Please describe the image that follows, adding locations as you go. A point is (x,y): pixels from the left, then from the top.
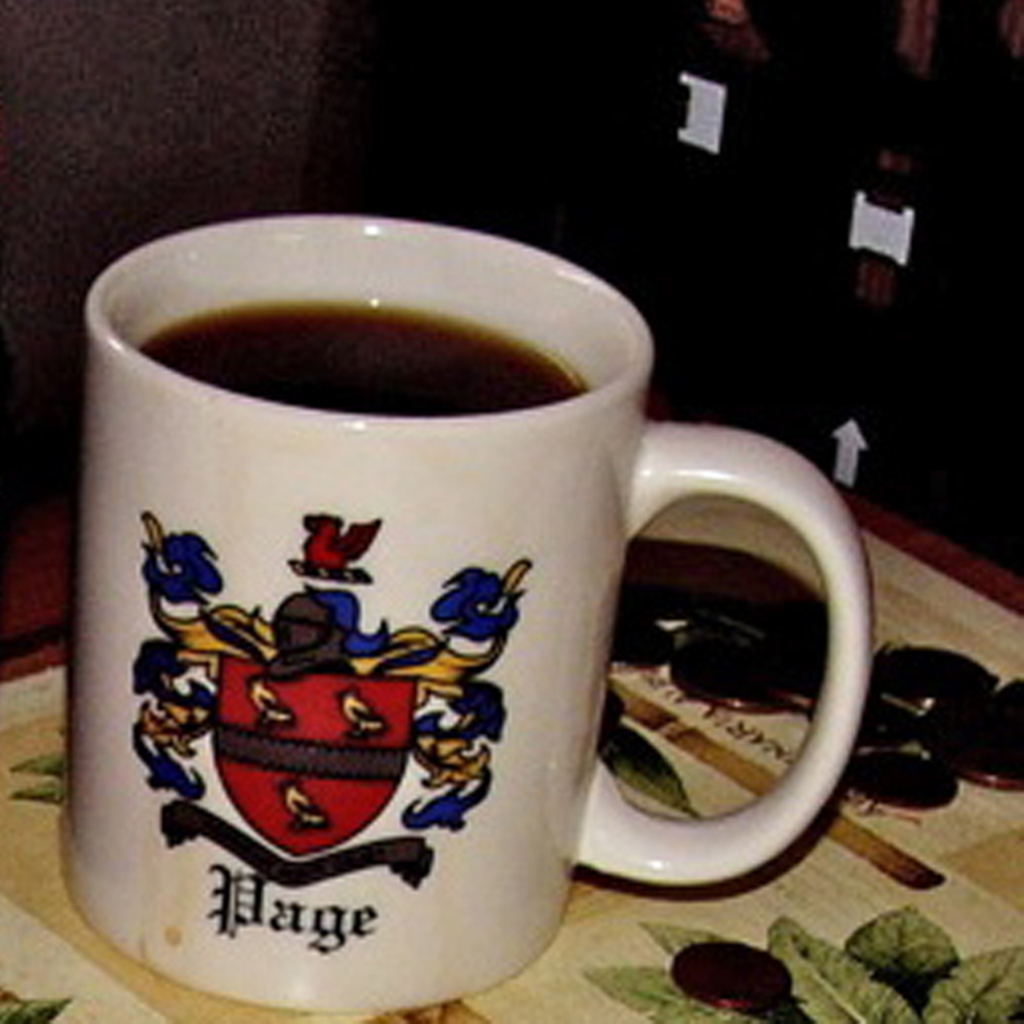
In this image I can see the cup (384,438) with drink (331,386). The cup (338,448) is in white color and there is a painting (286,825) on the cup (280,676). It is on the green, cream and brown color table (629,947). And there is a black background.
